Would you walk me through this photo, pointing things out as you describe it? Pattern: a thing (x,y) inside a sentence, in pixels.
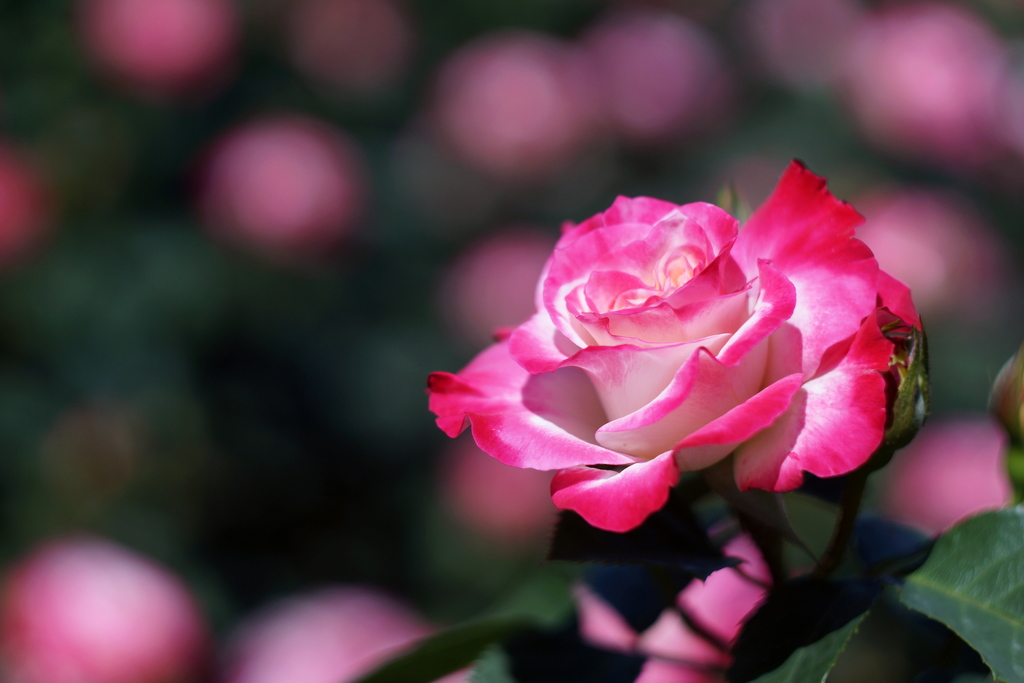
On the right side of the image (683,523) there is a rose plant (833,640) and we can see a rose (673,404) which is in pink color.
